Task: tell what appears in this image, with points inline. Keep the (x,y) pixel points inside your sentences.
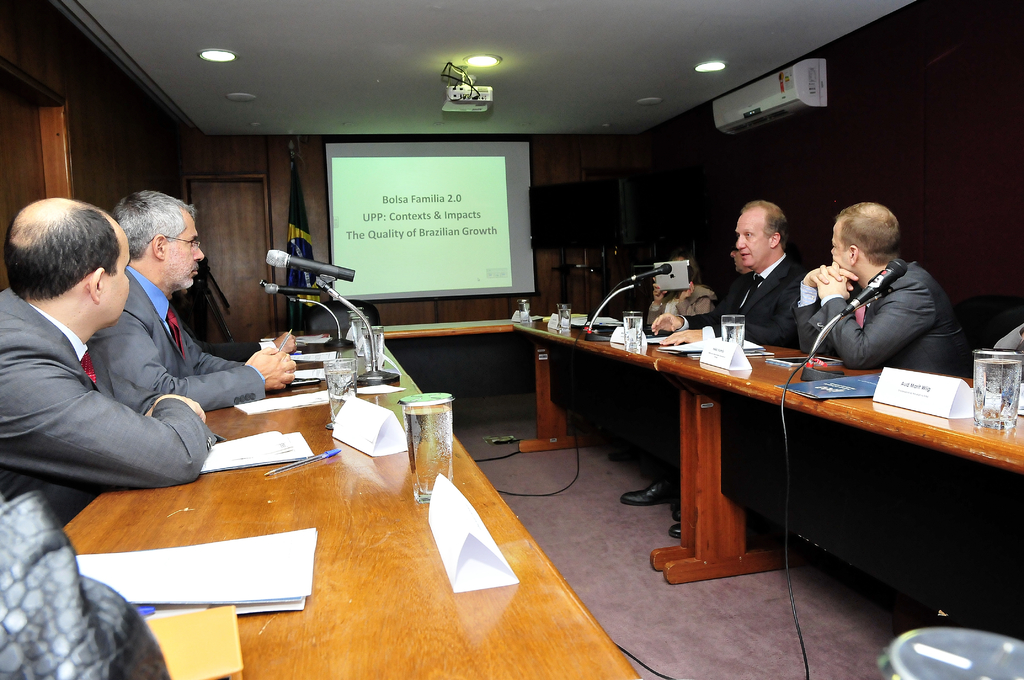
The picture is taken in a meeting hall (308,536). Few people (188,365) are sitting on chairs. In front of them on the desk (460,474) there are glasses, nameplates (454,532), papers (269,593), pens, mics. In the background (416,250) there is a screen (372,188) beside it there is a flag (299,258) and a tv (591,207). On the wall (716,149) an ac (783,91) is mounted. On the ceiling (446,39) there are lights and projector (474,103).
